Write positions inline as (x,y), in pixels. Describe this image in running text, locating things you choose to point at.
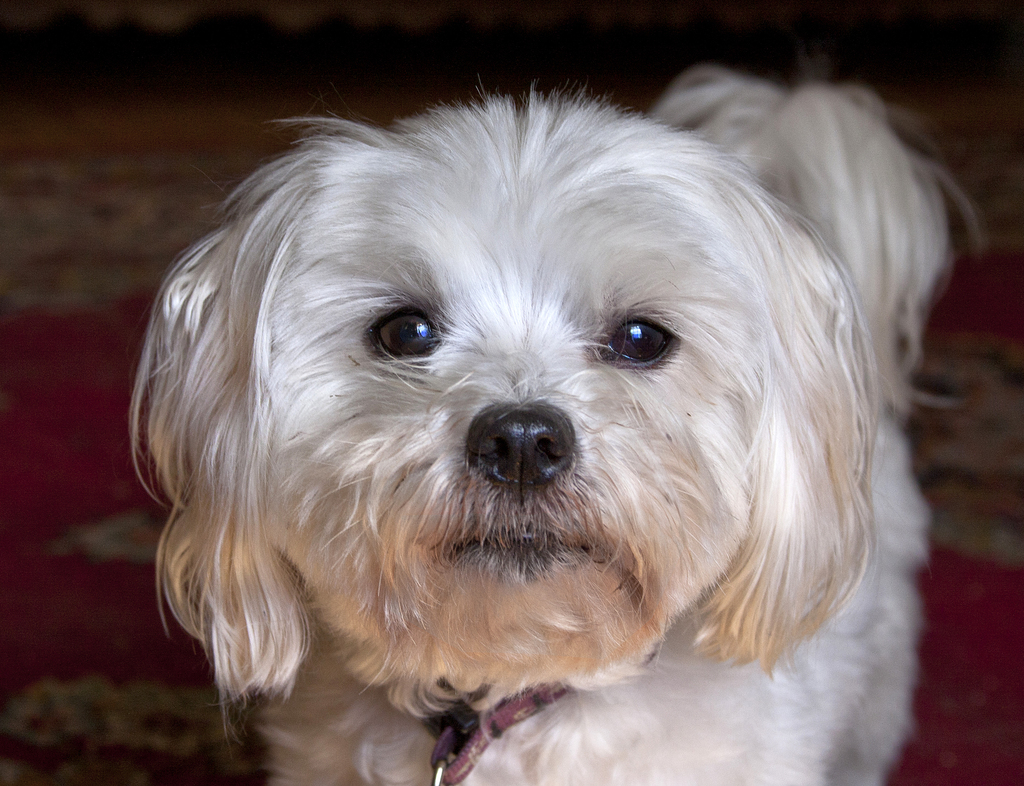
In this picture I can see a dog (490,172) in front (406,411), which is of white color and I see that it is blurred in the background (156,267).
